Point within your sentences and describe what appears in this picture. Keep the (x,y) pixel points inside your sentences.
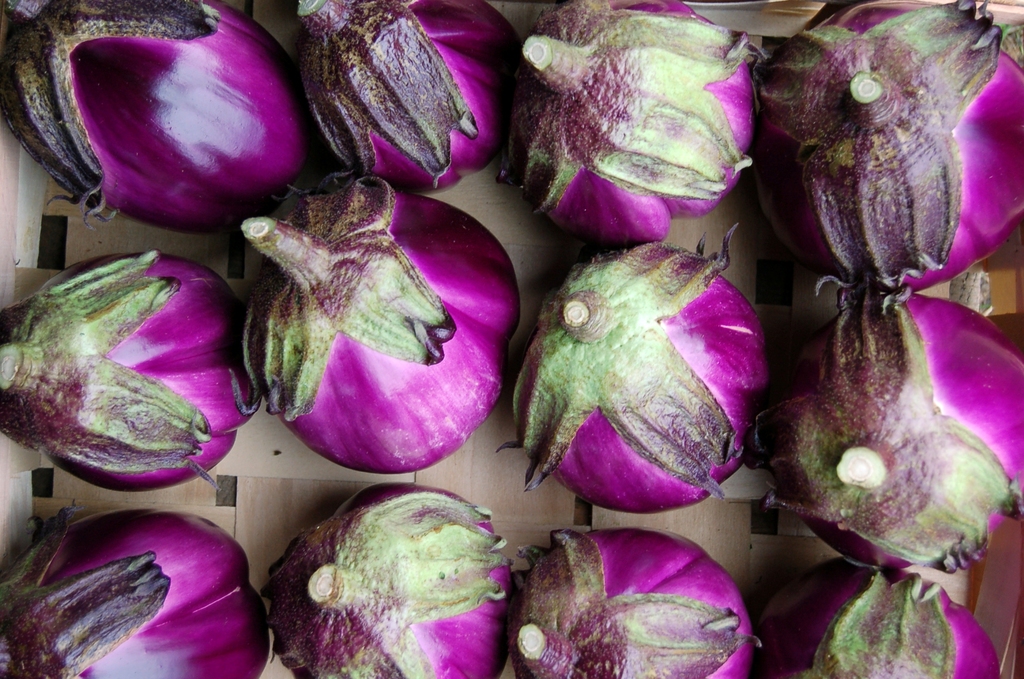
In this picture we can see few vegetables (535,443).
